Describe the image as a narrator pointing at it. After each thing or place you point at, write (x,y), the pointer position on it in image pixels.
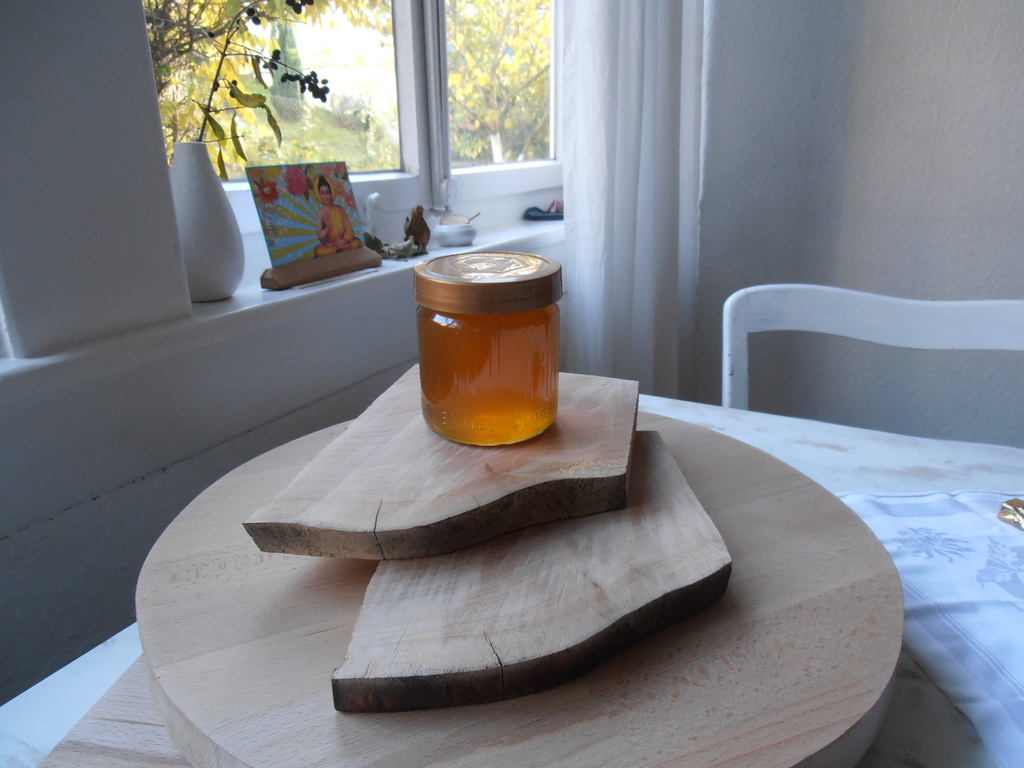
In this picture we can see a table (904,739) and a chair (851,326) in the front (917,737), there is some wood (681,618) present on the table (920,745), we can see a bottle (488,354) on the wood (510,473), in the background (410,98) there is a glass window (407,83) and a curtain (588,107), from the glass (304,68) we can see trees (519,70), there is a photo (337,223), a flower vase (191,265) and some things (477,216) present in the middle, on the right side (935,114) there is a wall (940,119).
